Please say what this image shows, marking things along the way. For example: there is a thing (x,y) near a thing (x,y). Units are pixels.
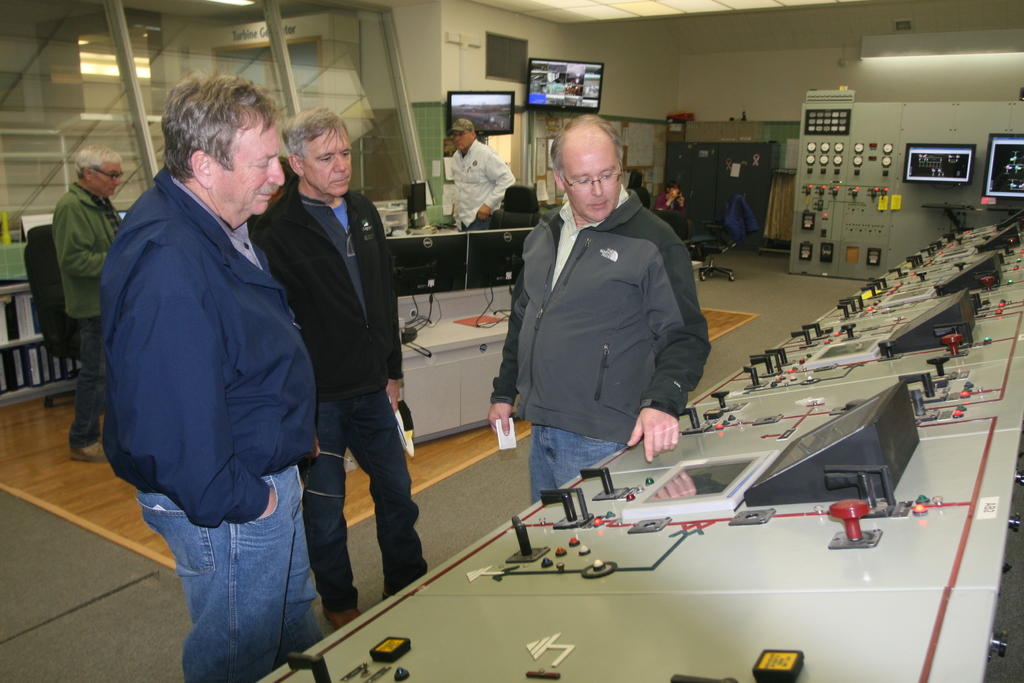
This picture shows the inner view of a laboratory building (700,35), one curtain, many machines (778,489), four T. V's (940,181), one light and some books (38,364) on the rack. Some objects (639,127) attached to the wall (784,106). There are some chairs (59,342), tables (470,307) and some objects (440,241) on the tables (410,300) and chair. Five people (505,416) are standing and some people (525,376) are holding some objects (514,434). One woman (672,193) is sitting on a chair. Some objects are on the surface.
